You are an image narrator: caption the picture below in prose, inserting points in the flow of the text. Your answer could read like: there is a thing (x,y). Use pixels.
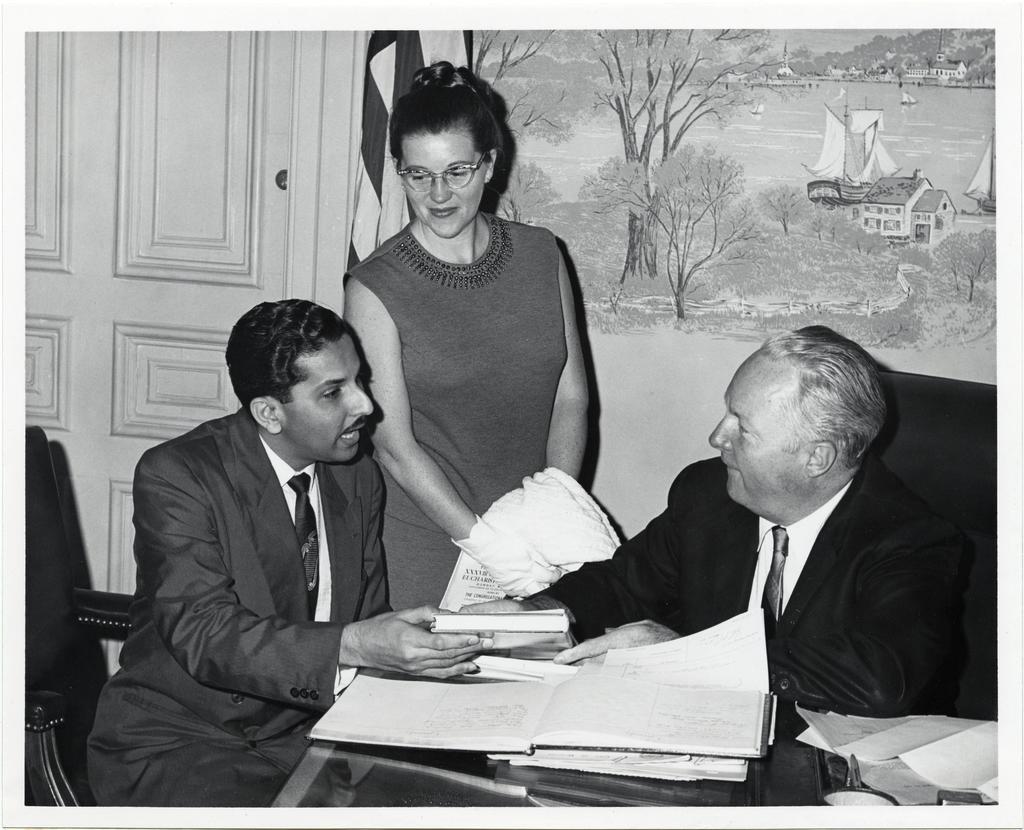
In this picture I can see 2 men (301,338) in front (293,361), who are sitting on chairs (979,481). I can see a table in front of them on which there are books (703,720) and I see that both of them are holding a thing (563,609). In the background (414,567) I can see a woman (414,567), who is standing and I can see the wall (558,181), on which there is an art (595,58). I can also see that this is a white and black image.
